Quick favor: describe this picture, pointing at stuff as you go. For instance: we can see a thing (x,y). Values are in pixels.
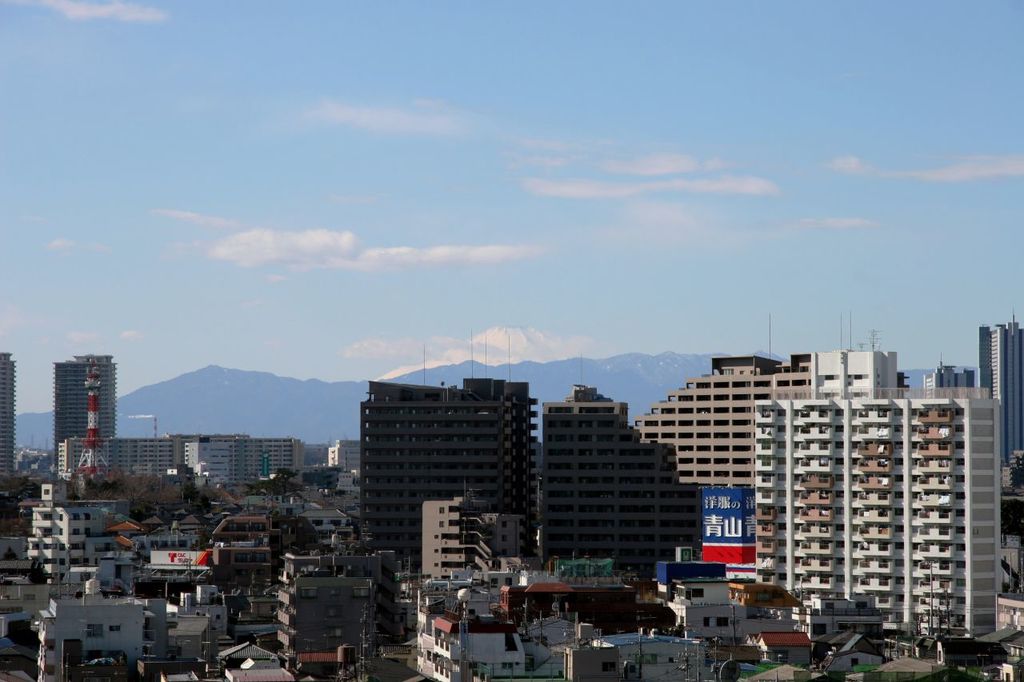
In this image I can see few buildings (574,546), they are in cream, white and brown color. Background (616,233) I can see mountains (300,404) and the sky (423,267) is in blue and white color.
